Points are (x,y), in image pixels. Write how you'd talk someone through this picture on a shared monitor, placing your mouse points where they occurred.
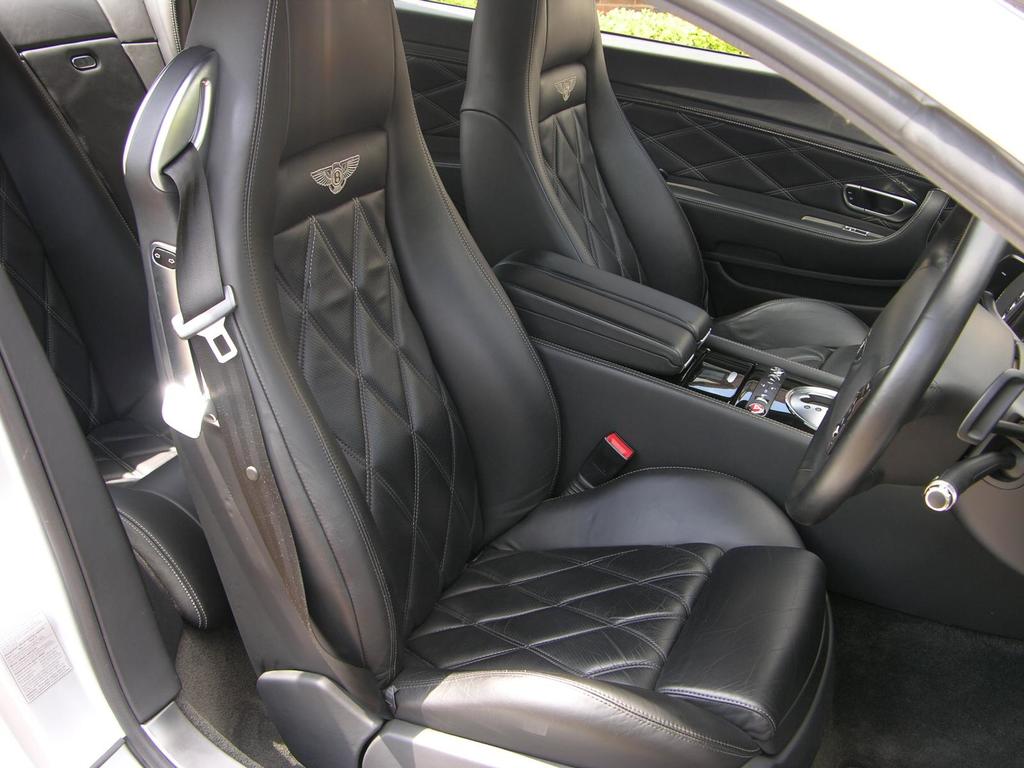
In this image, we can see an inside view of a car (637,359). There are seats (382,457) in the middle of the image (672,470). There is a steering (929,325) on the right side of the image (996,322).
